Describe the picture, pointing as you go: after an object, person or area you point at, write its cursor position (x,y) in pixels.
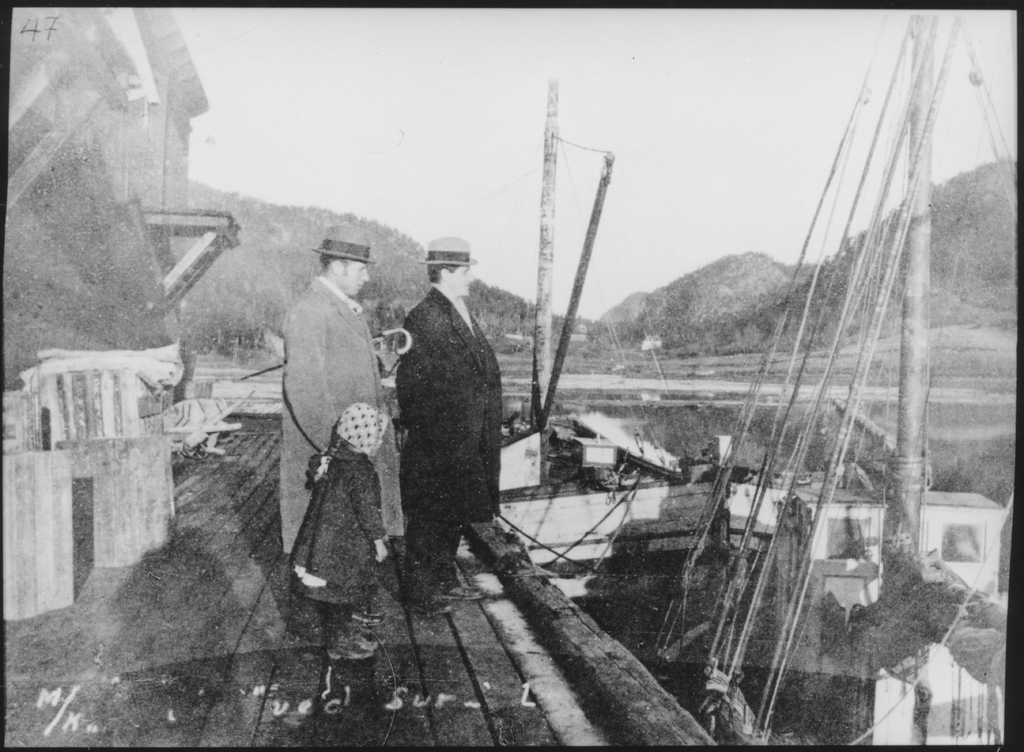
In this picture we can see few people (473,377), they wore caps (368,248), in front of them we can find few boats (856,538), in the background (383,245) we can see hills (685,341), and it is a black and white photography.
